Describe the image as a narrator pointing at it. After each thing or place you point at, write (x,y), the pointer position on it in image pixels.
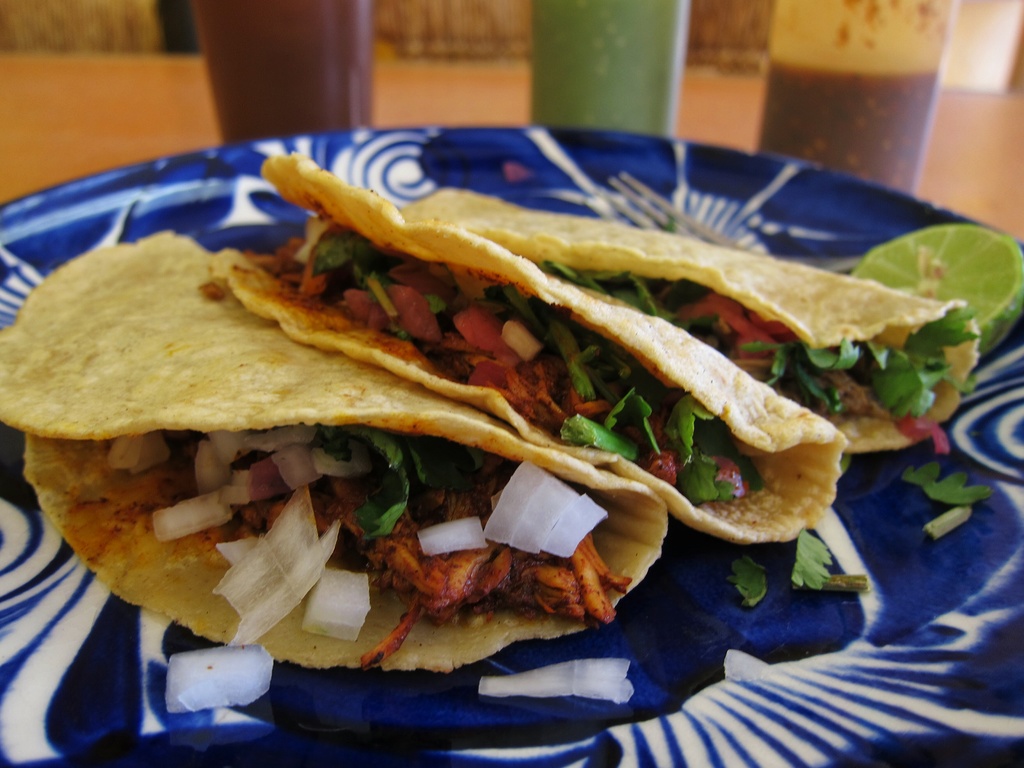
In the image we can see a plate (52,612), in the plate (250,234) there is food (334,580). Behind the plate (61,628) there are some glasses (541,114) on the table (108,104).
